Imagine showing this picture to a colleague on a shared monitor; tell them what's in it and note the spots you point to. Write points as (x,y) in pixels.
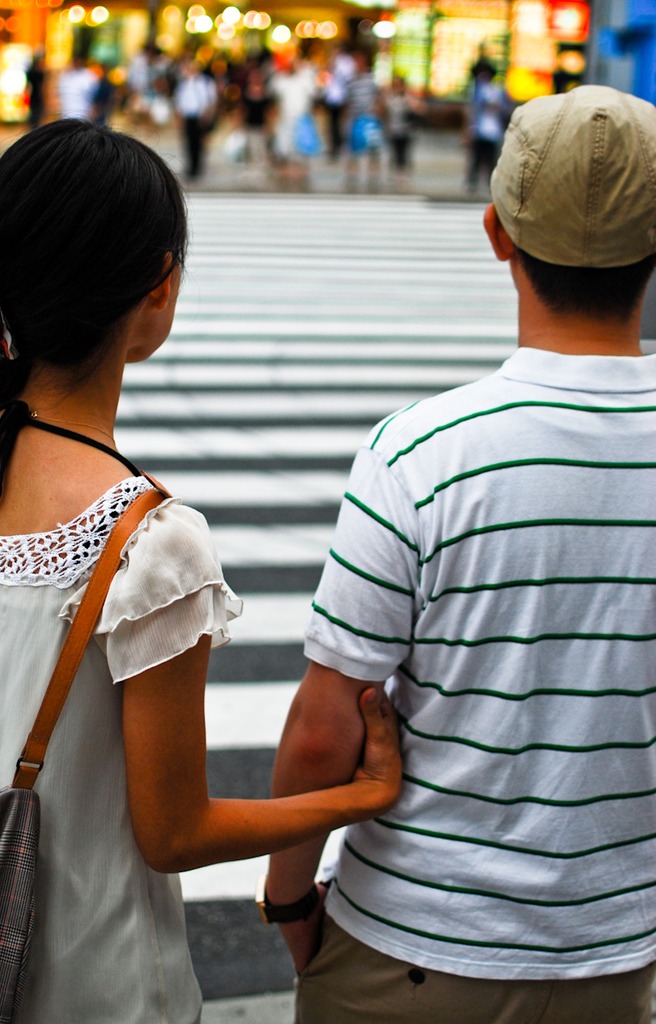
The girl (390,799) in the white dress (43,851) who is wearing handbag (30,940) is holding the arm (343,707) of a man (349,938). Beside her, the man (529,600) in white T-shirt (474,504) is standing. In front of them, we see the road (300,381). There are many people (283,157) standing in the background (328,91). There are buildings (456,13) and lights (209,24). In the background (369,230), it is blurred.
